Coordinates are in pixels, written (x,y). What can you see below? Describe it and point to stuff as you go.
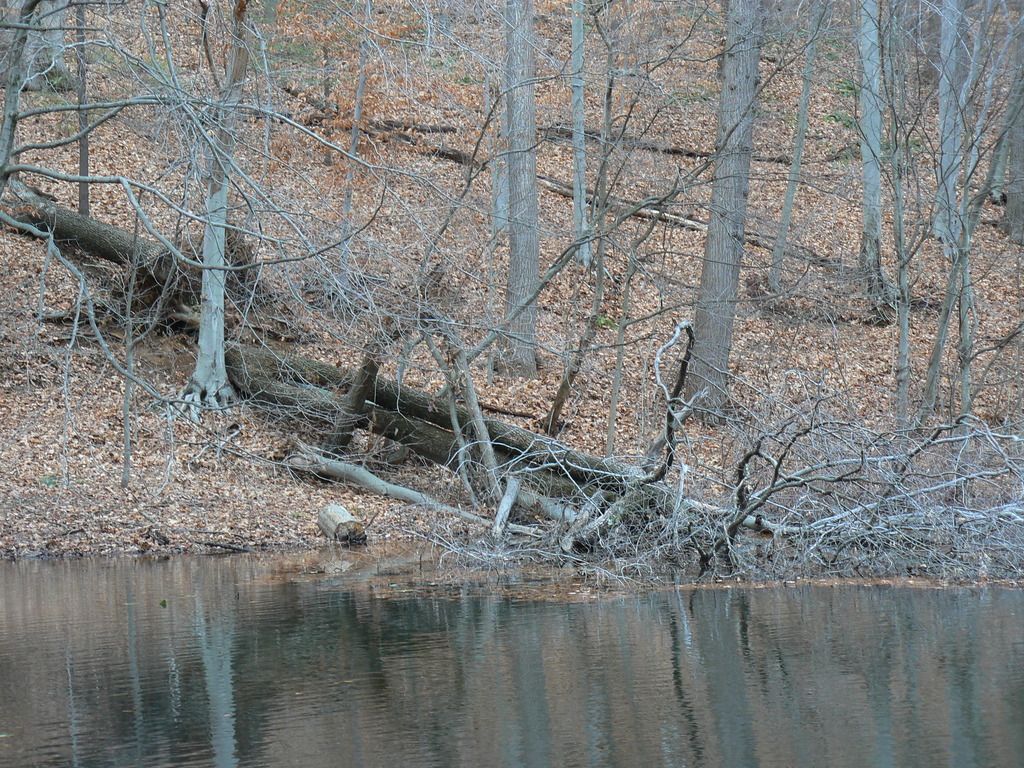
In this image we can see water (436,605), branches (742,544) and trees (977,73).
